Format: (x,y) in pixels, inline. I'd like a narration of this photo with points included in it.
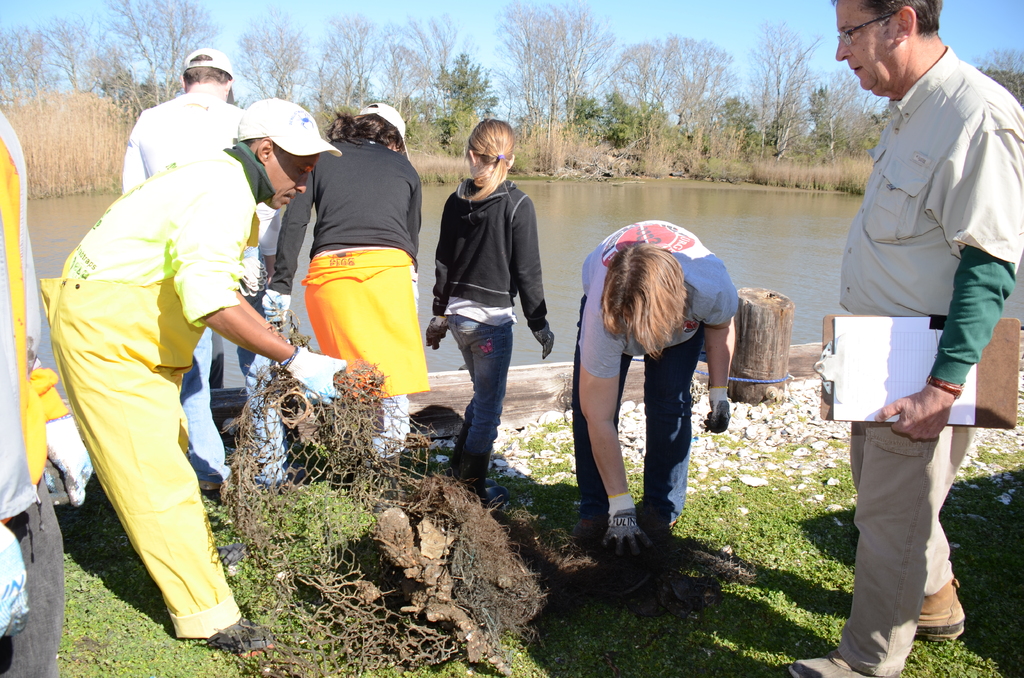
In this image, we can see persons (887,269) wearing clothes (468,277). There is a person (186,304) on the left side of the image (186,304) holding a net (312,419) with his hands (304,375). There is a lake (685,203) in the middle of the image (566,352). There some trees (587,104) at the top of the image (469,53). There is a grass (707,532) on the ground (290,620).
